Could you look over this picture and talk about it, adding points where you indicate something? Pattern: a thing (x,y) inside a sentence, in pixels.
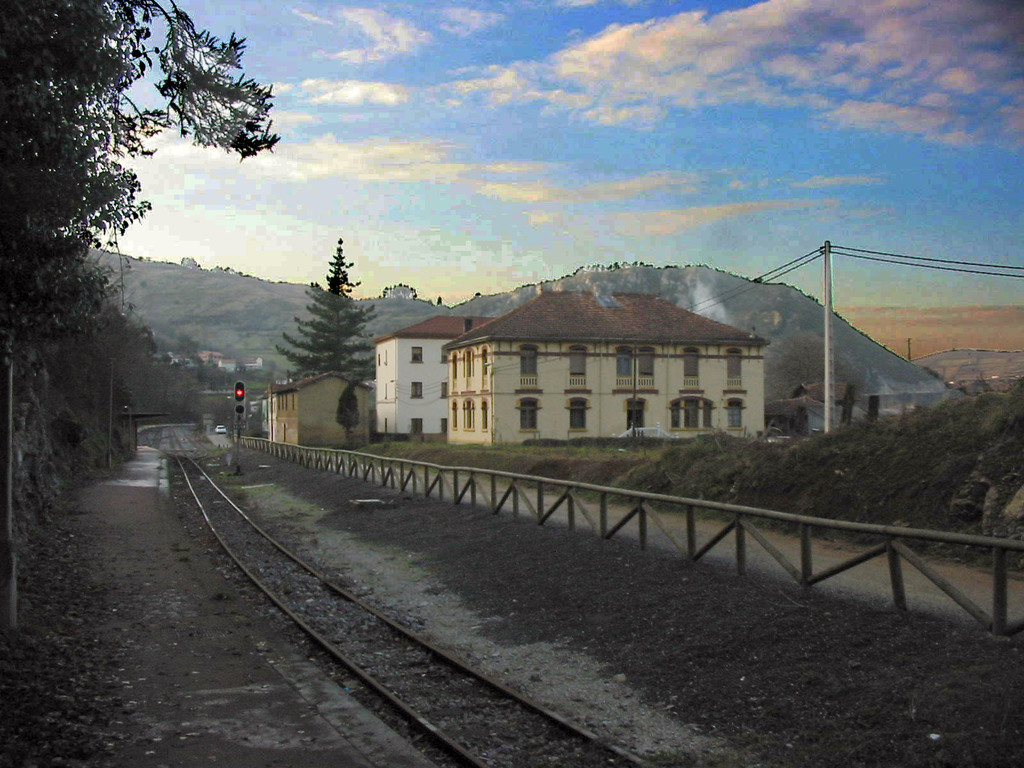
In this picture we can see few trees (183,372), tracks (251,567), fence (502,503) and signal lights (240,430), in the background (305,388) we can find few buildings (544,371), pole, hills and clouds (510,275).
